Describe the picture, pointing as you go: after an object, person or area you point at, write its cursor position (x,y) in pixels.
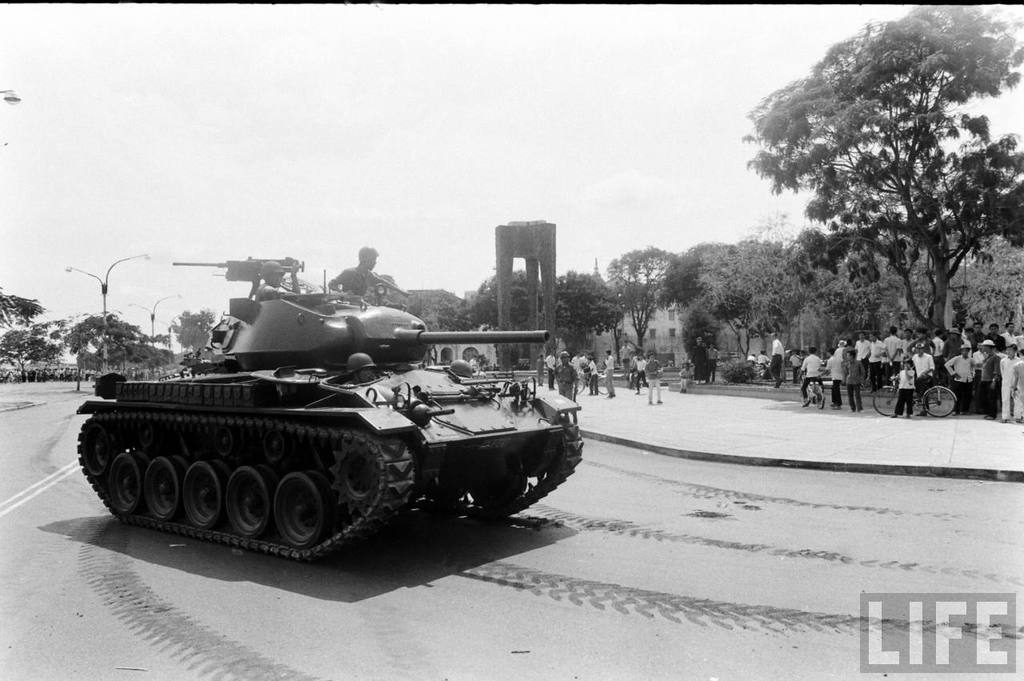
On the left side (273,357), there are two persons (277,268) in a vehicle (167,529), which is on a road (702,571). On the bottom right (978,631), there is a watermark (969,620). In the background (957,320), there are persons (999,351), trees (885,324), buildings (416,295) and poles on the ground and there are clouds (604,104) in the sky (256,174).
